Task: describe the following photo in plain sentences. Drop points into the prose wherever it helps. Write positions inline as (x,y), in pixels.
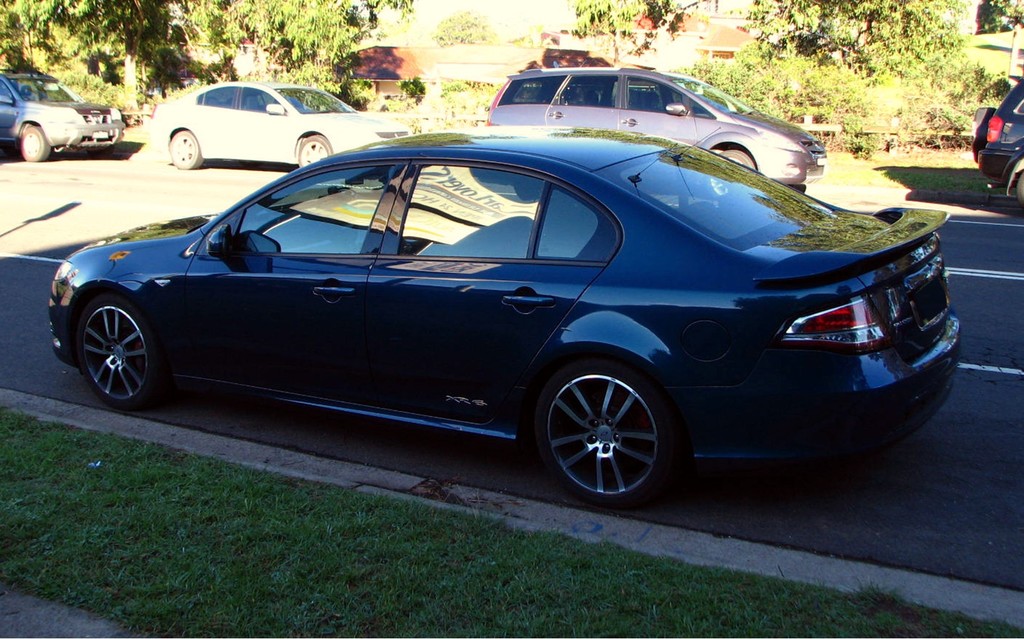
In this image I can see the road (953,406), some grass (225,582) and few vehicles (499,263) on the road (834,192). In the background (344,86) I can see few trees (338,62) and few buildings (668,47).
